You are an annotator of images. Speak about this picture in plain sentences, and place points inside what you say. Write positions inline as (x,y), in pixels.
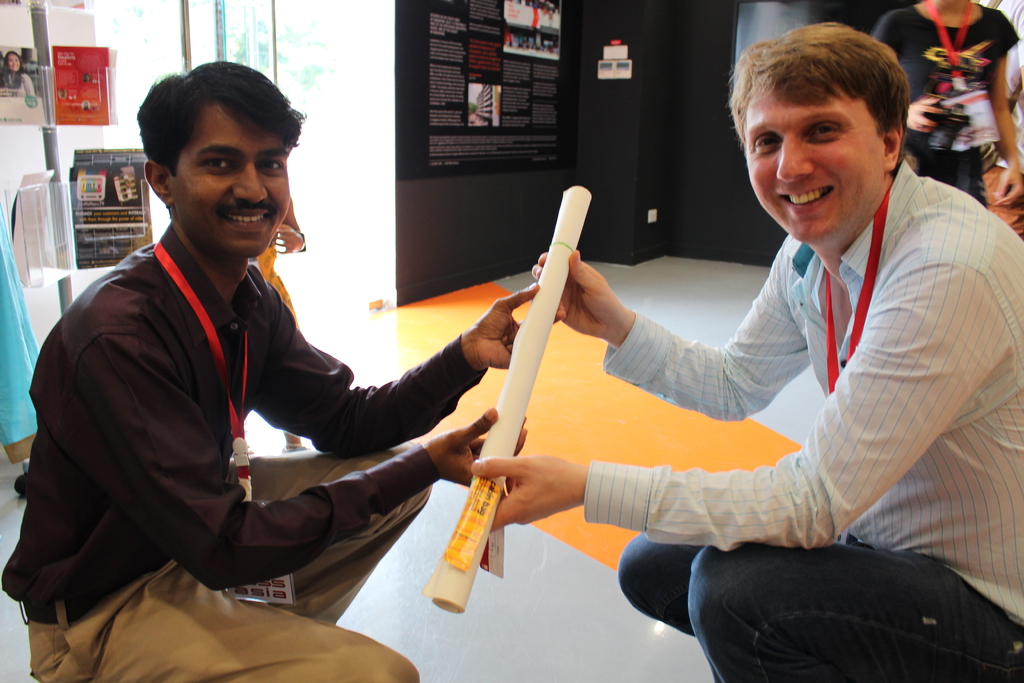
In this picture we can see few people (158,465), on the left (112,402) and right side of the image (856,226) we can see two men (859,249), they both are smiling and they are holding a paper roll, in the background (84,71) we can see posters (101,94) on the glass (150,60).
